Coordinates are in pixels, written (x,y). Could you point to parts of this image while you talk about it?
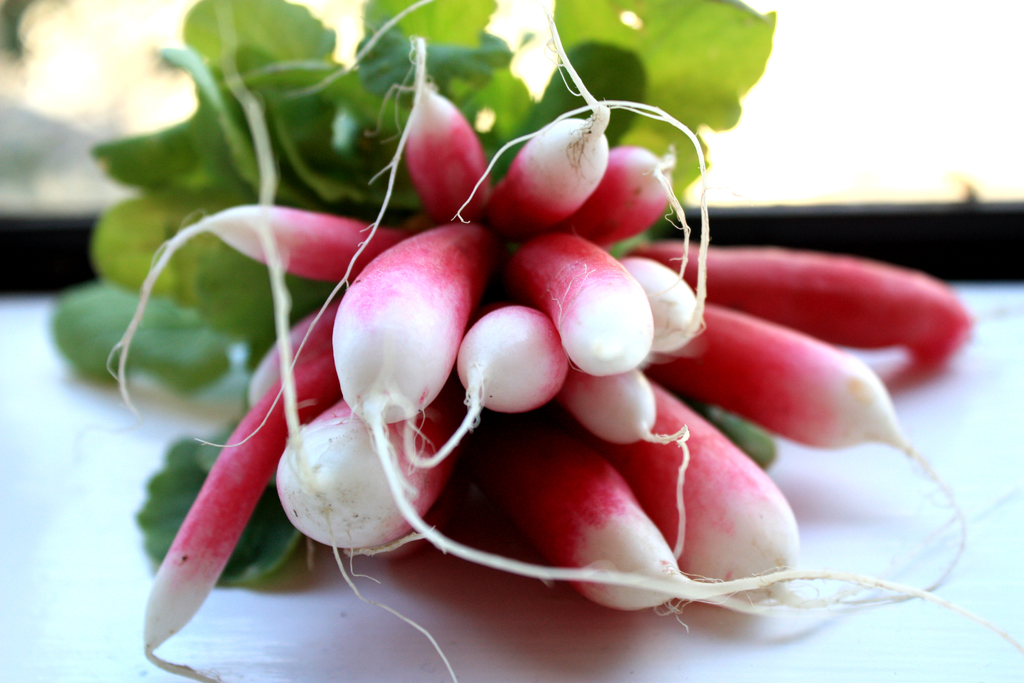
In this picture we can see radishes (503,205) and green leaves (248,302) on a white surface (329,618). Background (19,129) is blurry.
